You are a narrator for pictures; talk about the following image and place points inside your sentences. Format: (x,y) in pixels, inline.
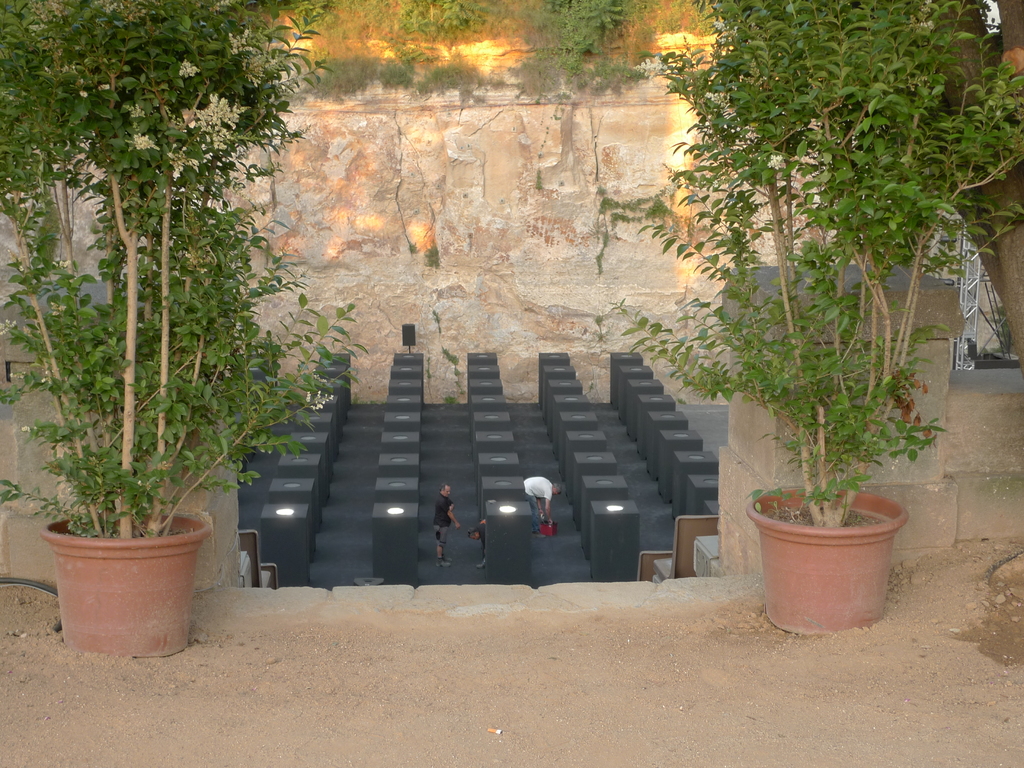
In the image we can see there are people (443,517) standing on the ground (419,555) and there are plants (150,513) kept in the pot (118,555).
